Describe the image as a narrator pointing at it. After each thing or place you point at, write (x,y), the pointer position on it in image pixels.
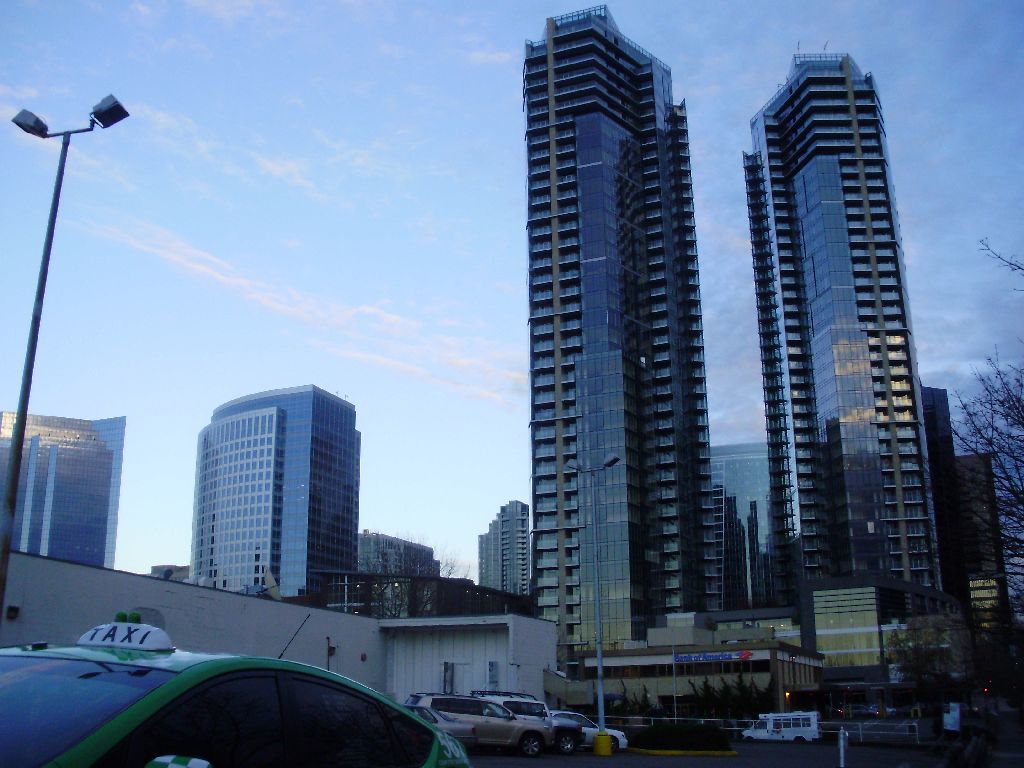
This picture shows few buildings (62,439) and we see a pole light (23,419) and a blue cloudy sky (451,257) and we see vehicles (214,731) moving and we see few trees (1022,417).
